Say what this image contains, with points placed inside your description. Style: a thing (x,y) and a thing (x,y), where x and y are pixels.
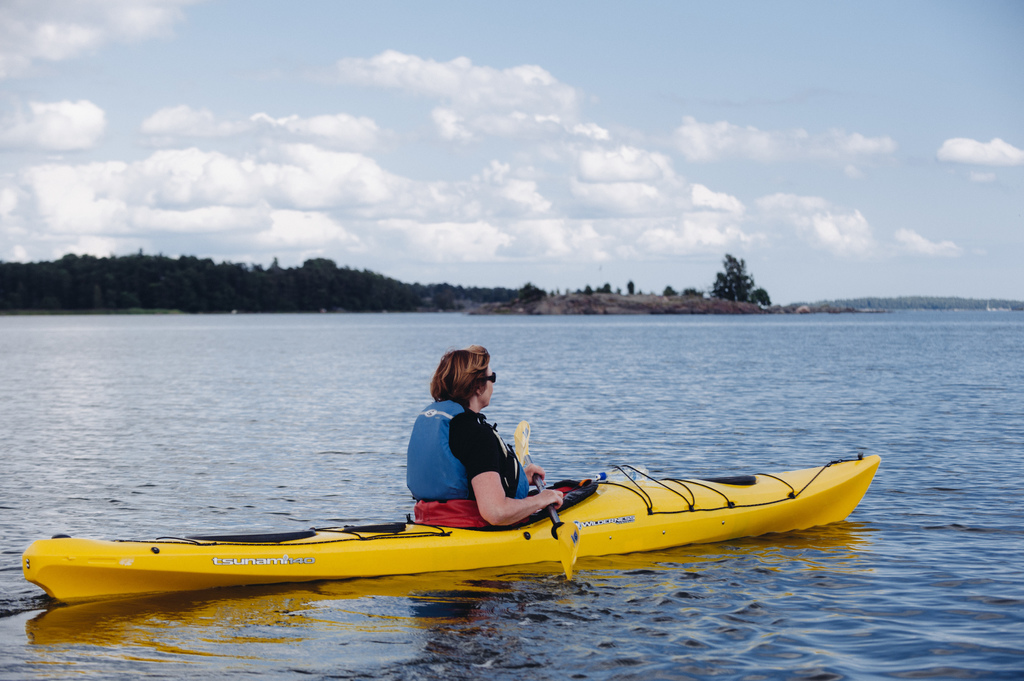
In this image, I can see a woman (451,513) holding a paddle (552,532) and sitting on a boat (529,521), which is on the water (926,484). In the background (220,313), there are trees (102,291) and the sky (491,227).
